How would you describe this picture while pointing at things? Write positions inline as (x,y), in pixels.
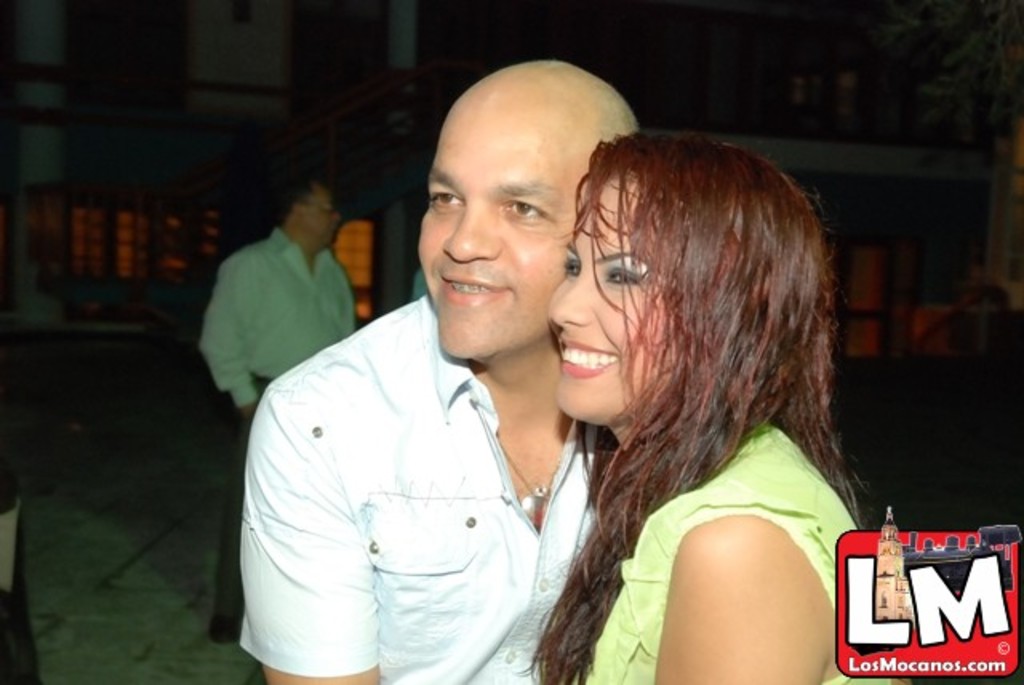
In this image we can see people (567,477), building (125,283), railing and tree (968,26). At the bottom right side of the image (903,619) there is a logo (968,601).
